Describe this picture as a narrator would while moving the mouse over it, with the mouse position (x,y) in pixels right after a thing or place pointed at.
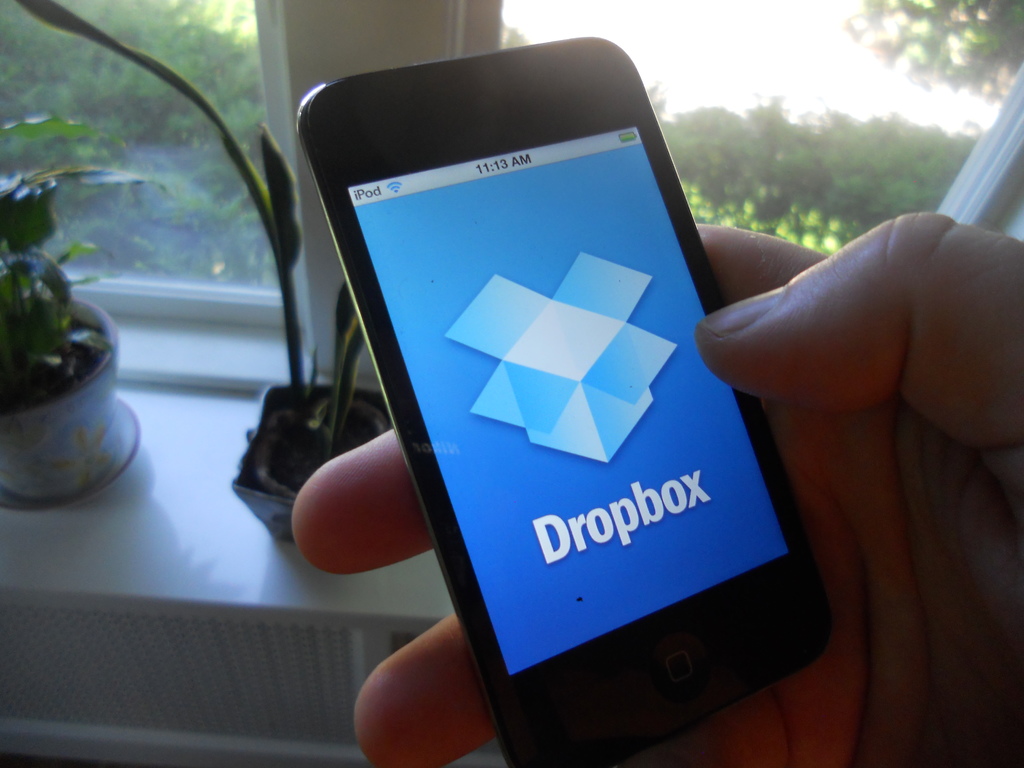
In this picture we can see a person (912,373) holding a mobile (756,471), only person hand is visible. Behind the mobile (495,367) there are house plants (52,323) and a glass window (792,88).
